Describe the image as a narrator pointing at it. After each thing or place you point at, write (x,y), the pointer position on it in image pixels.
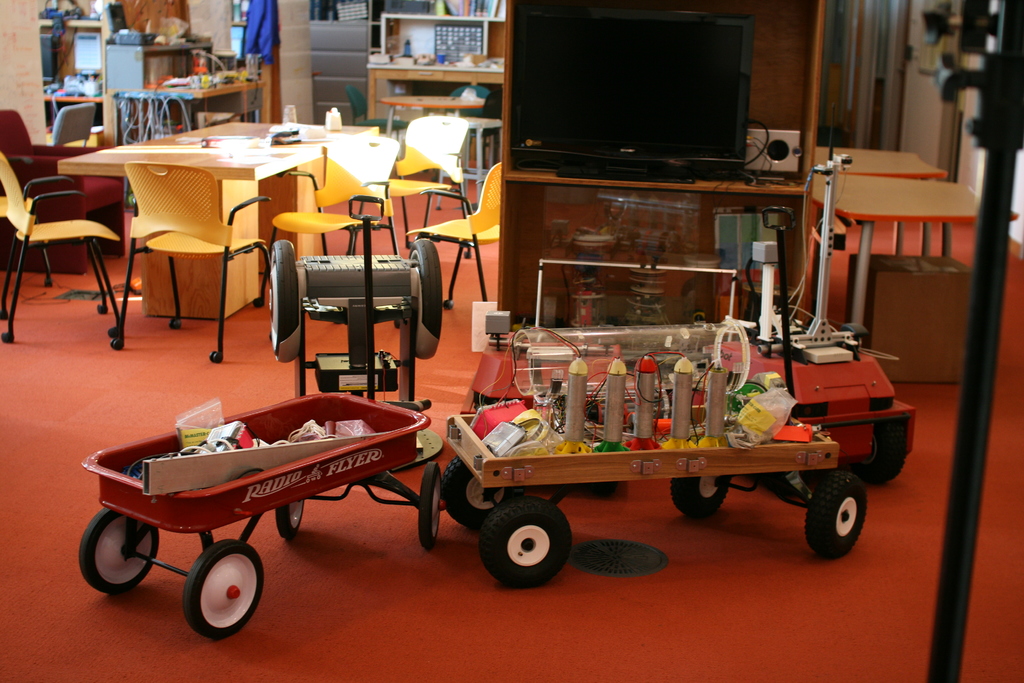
The image is taken in the room (484,214). In the center of the image (614,248) there is a television (602,168) placed on the stand (671,272). At the bottom (475,497) there is a toy (464,494). In the background (316,225) there is a table (241,227), chairs (272,223), wall (295,70) and clothes (255,39).
